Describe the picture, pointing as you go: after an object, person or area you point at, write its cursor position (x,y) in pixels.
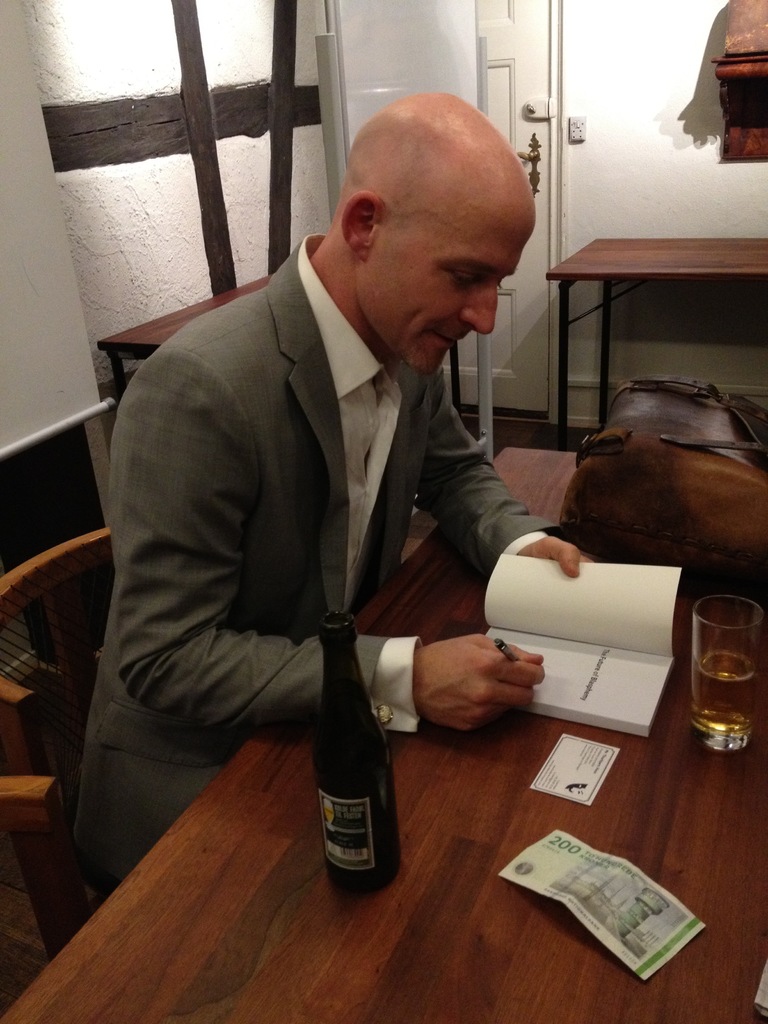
The image is inside the room (456,218). In the image we can see a man (324,386) holding a pen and writing on his book (583,612). The book (598,580) is placed on the table (426,591) on table (456,593) we can see a bottle (369,766), money (554,861), card (578,767), glass (716,688) with some drink (706,693), bag (718,521). In background (665,198) we can see a white color wall (672,149) and white color door (540,83) which is closed.
